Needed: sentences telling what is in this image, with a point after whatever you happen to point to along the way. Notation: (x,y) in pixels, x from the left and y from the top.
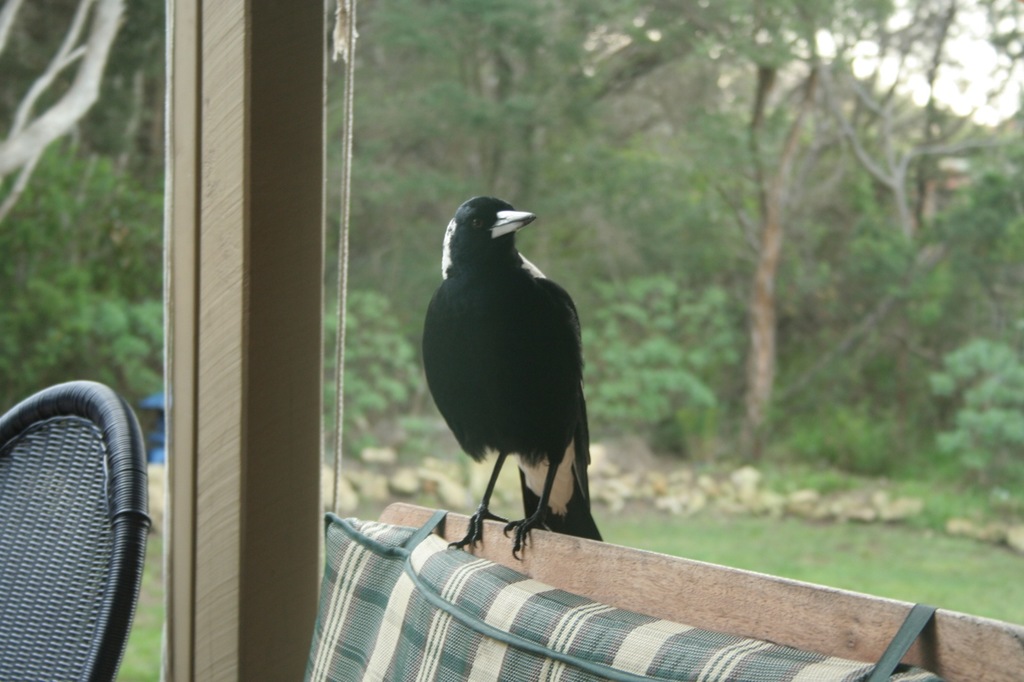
This picture shows a chair (48,464) and a magpie (570,495) on the wooden sofa (954,677) and we see a cushion (557,591) to it and we see trees (767,193) and grass (748,521) on the ground (956,591) and few stones (684,483). Magpie (584,476) is black in color.
